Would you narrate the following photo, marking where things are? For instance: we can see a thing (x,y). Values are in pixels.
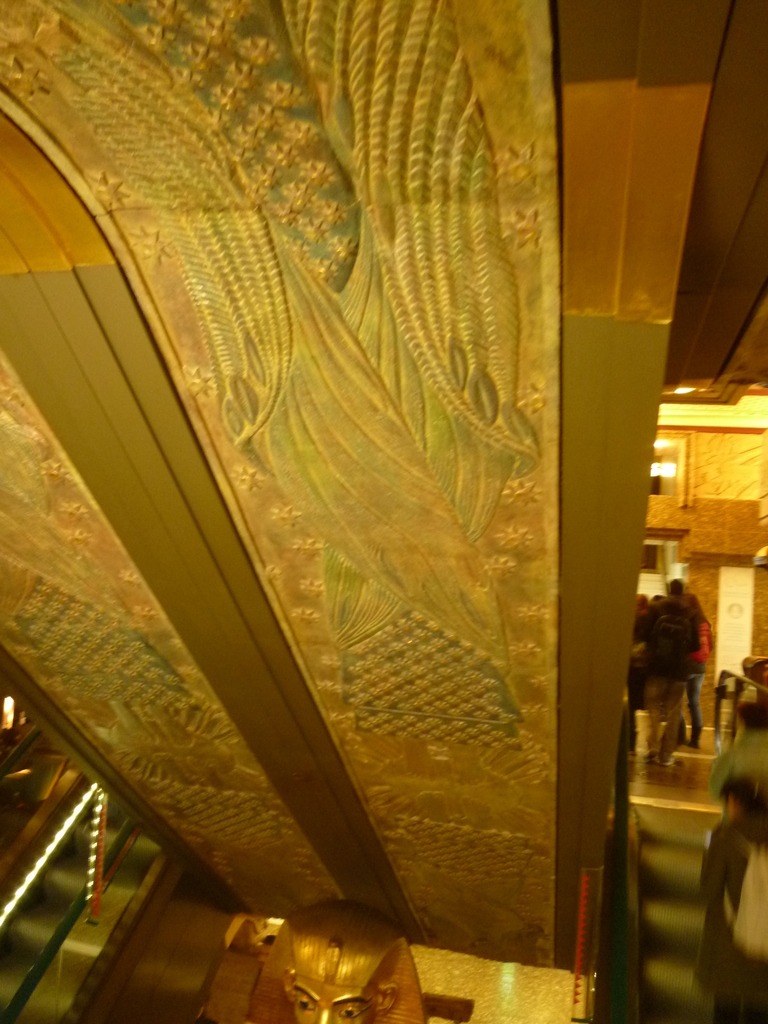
This looks like a pillar (378,782) with a design (384,348) on it. I think this is an egyptian sculpture (402,964), which is gold in color. I can see groups of people (696,666) standing. This looks like a wall (728,534).
